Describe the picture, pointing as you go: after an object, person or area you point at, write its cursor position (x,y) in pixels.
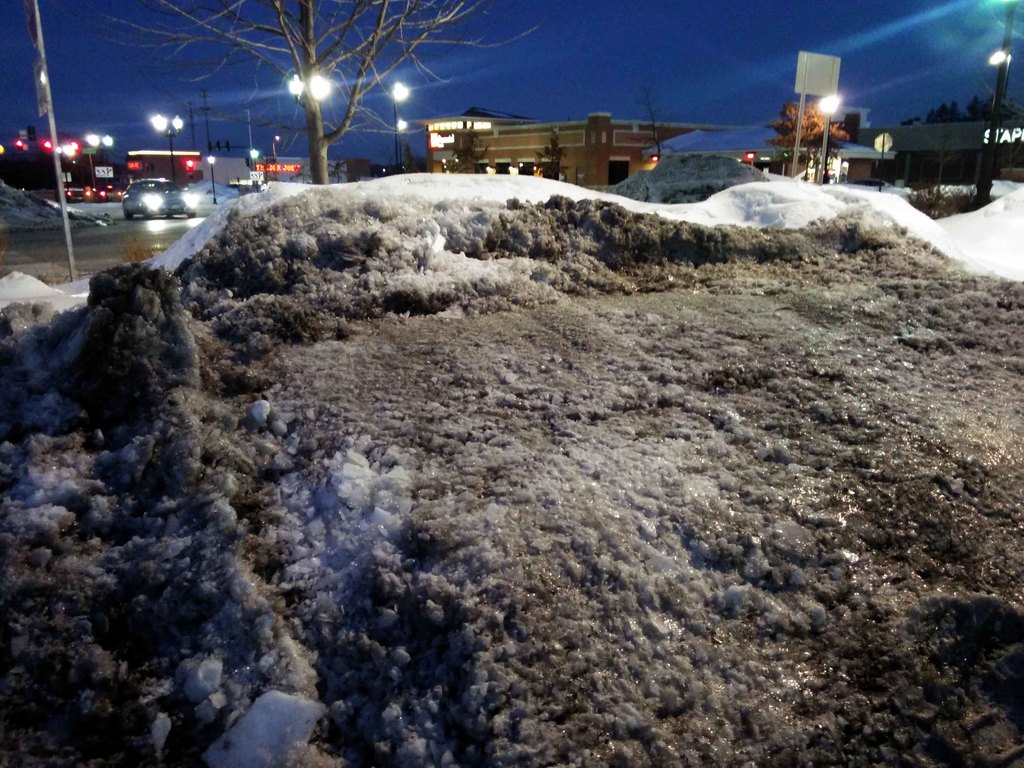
In this image there is snow (585,388), in the background (161,228) there are cars (166,210) on road (97,245), light poles (301,88), trees (310,105), houses (579,135) and the sky (521,57).
